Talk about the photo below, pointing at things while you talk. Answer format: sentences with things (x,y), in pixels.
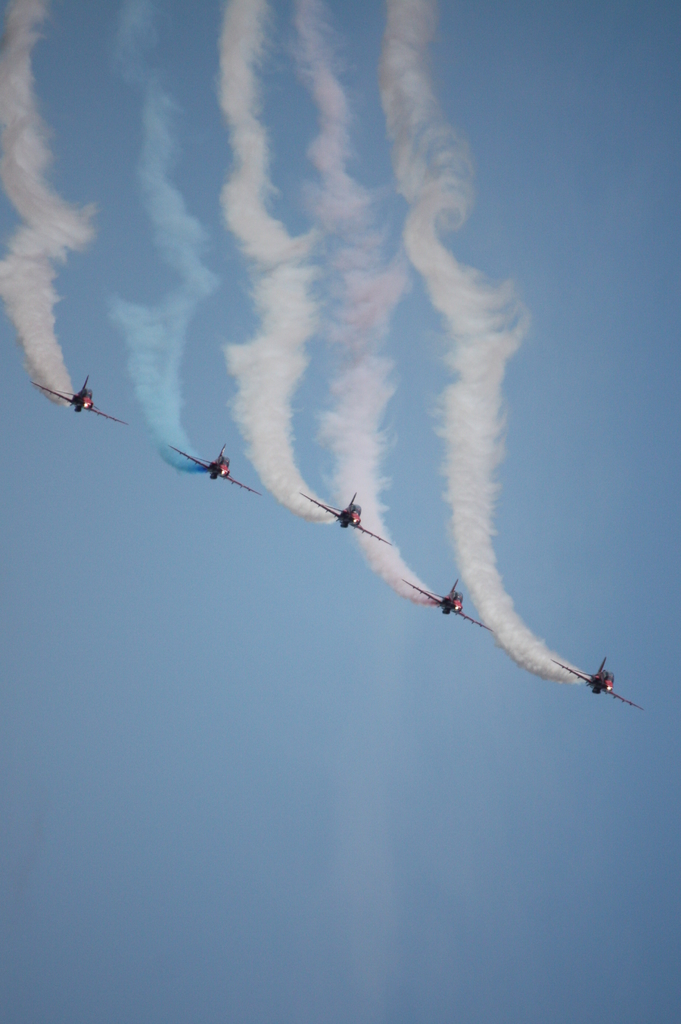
This picture consists of there are five jets (195,463) flying in the air (387,595), there is a colorful smoke (424,198) visible in the middle (390,372), there is the sky (556,269) visible in the middle (333,624).
